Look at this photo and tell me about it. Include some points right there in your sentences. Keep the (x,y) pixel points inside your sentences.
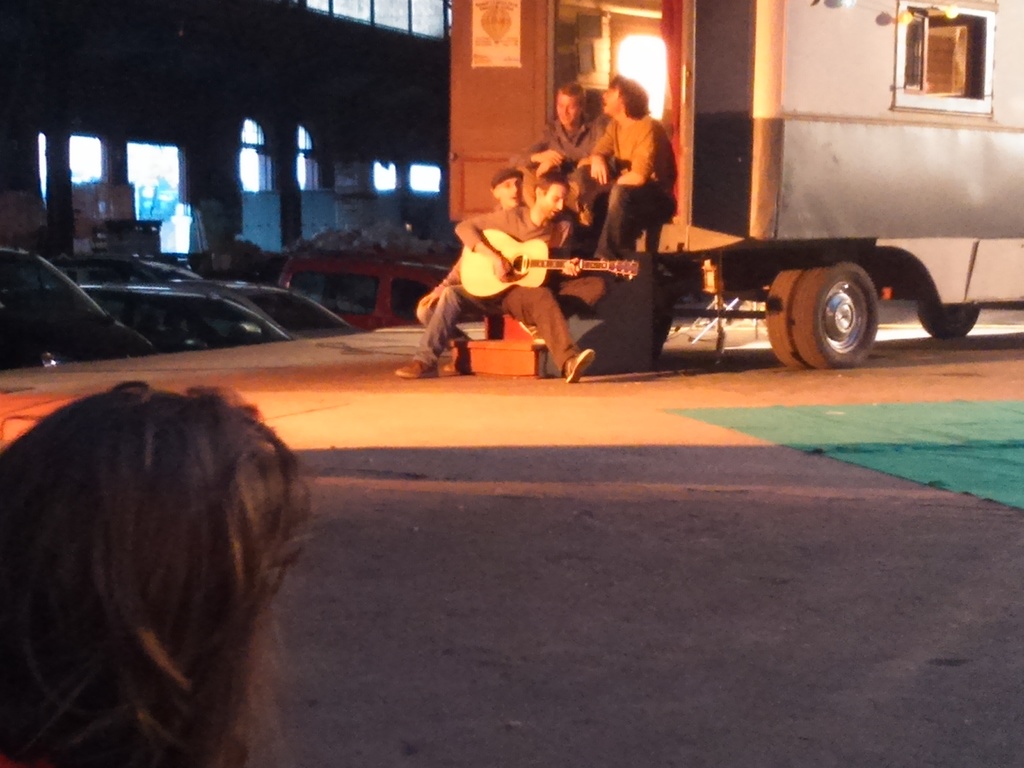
This picture shows a truck (856,288) and people (625,133) seated on the stairs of the truck (472,157) and a man (509,292) playing guitar (478,291) and we see few cars (368,283) parked on the side.
